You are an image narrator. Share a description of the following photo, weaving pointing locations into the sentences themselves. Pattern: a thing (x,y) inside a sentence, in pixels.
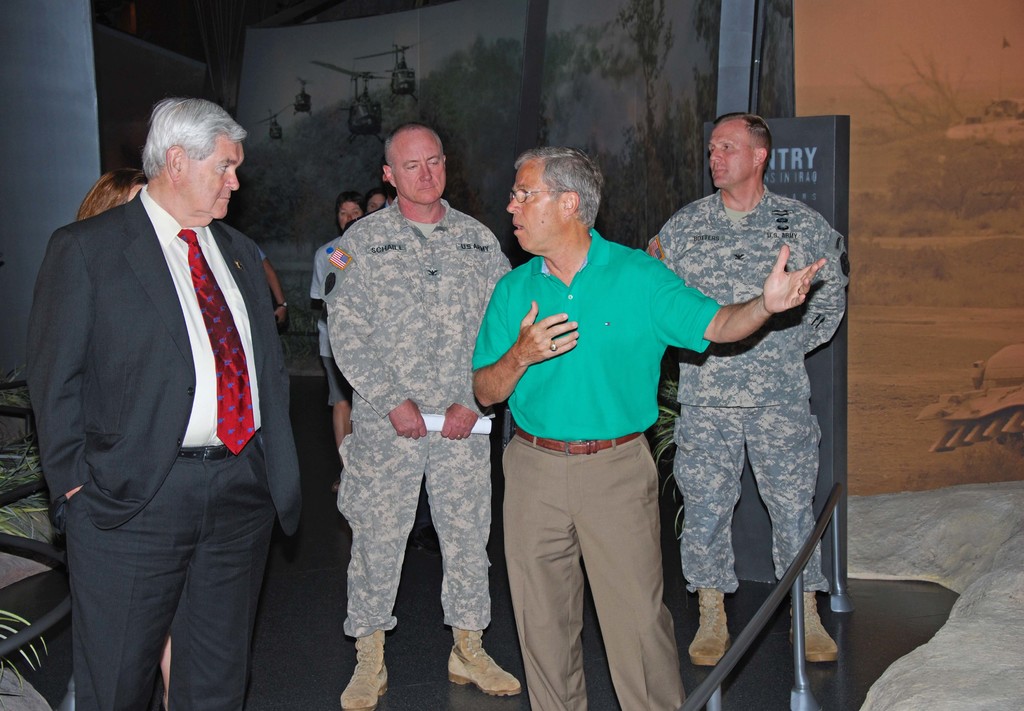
In this image we can see a group of people (449,290) standing. Behind the person (387,391) we can see posters (370,50). On the right side of the image (834,504) we can see a barrier (726,676).
